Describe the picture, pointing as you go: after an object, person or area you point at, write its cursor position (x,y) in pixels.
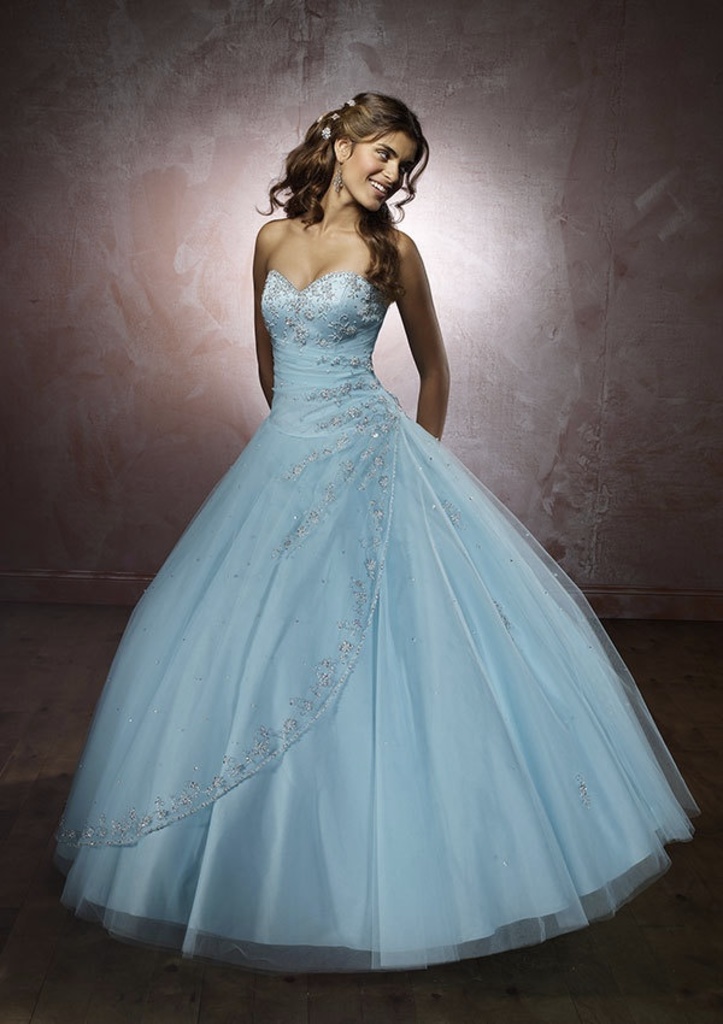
In this image there is a girl (336,250) wearing a blue frock (391,946) and standing, in the background (15,551) there is a wall (641,502).
